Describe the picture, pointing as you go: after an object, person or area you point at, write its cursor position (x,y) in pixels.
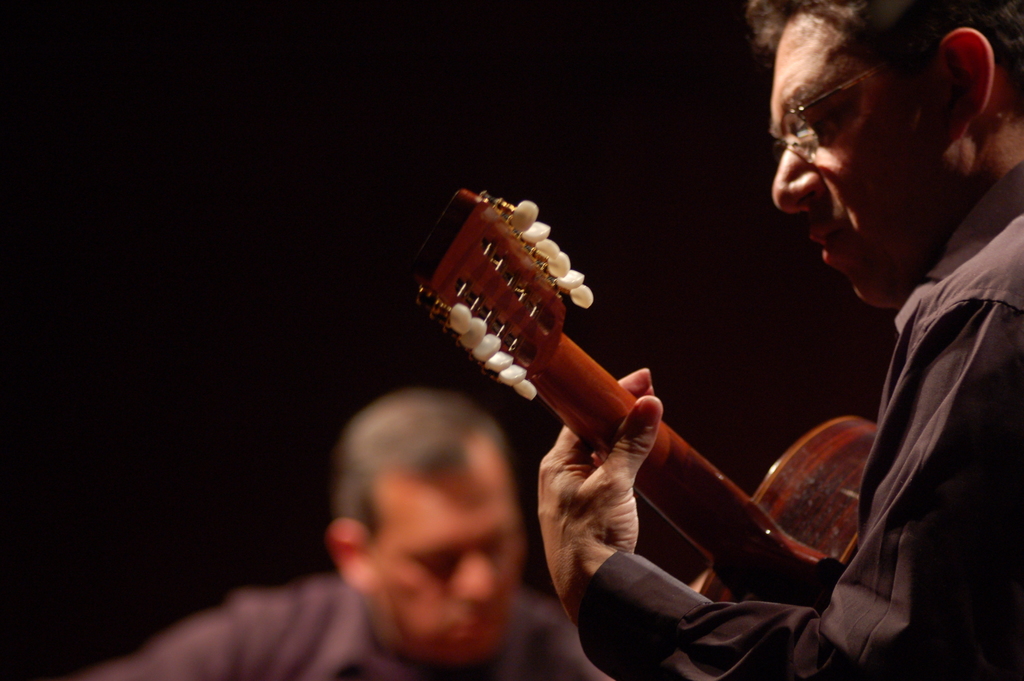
In a picture two people (906,110) are present and person (606,479) is playing a guitar (784,482) and wearing glasses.
